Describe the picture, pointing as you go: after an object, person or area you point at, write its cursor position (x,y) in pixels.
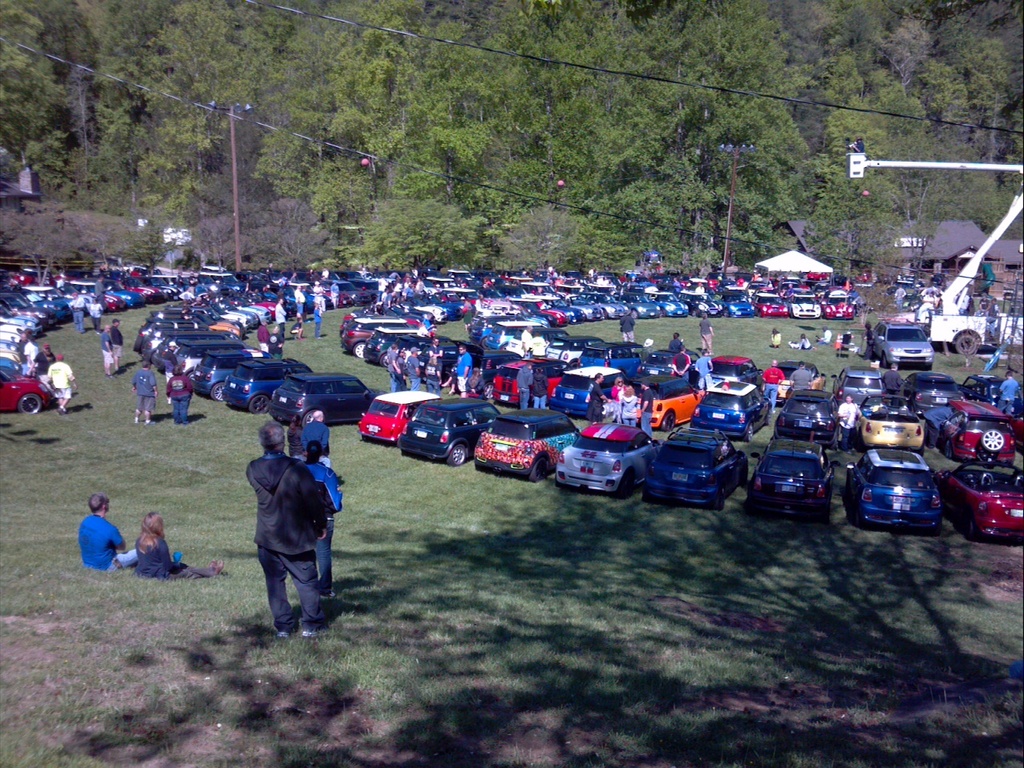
In this image I can see a ground (752,342), on the ground (453,684) I can see a number of cars (502,358) parking, in front of the car (46,387) I can see persons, on the left side (87,565) I can see two persons (91,537) sitting on the ground (22,650) and some of them standing on the ground (471,595), at the top (509,87) I can see trees (408,62) and tents (821,261), poles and power line cables (839,259).
